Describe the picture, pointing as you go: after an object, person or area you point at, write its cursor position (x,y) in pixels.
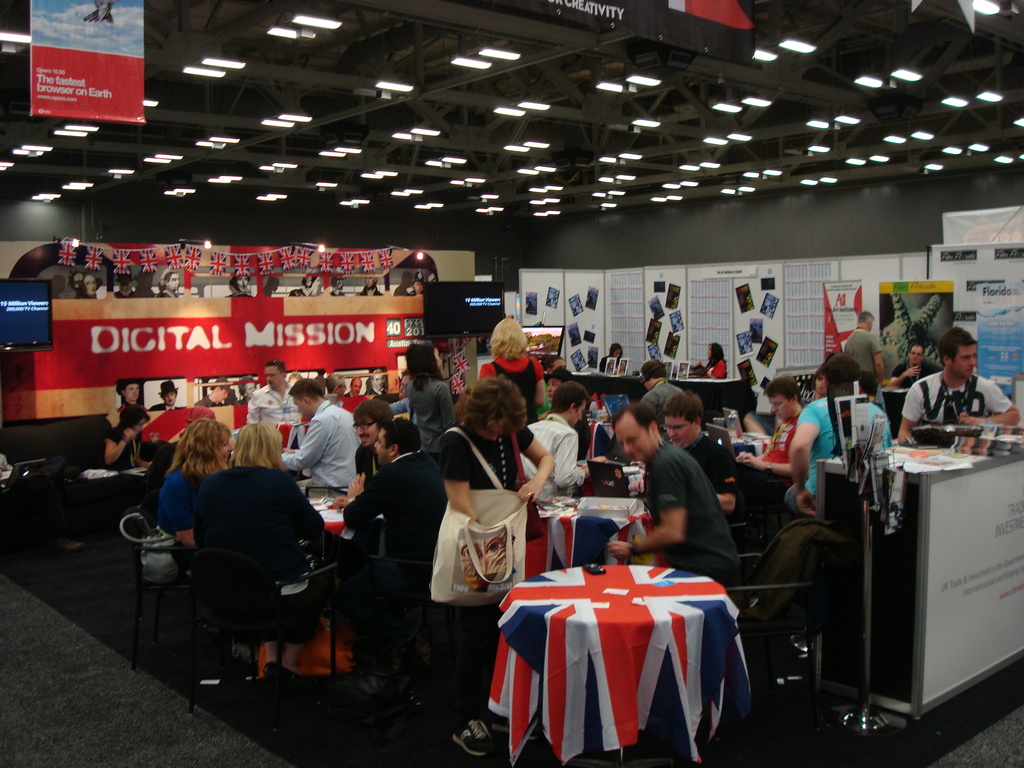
In this image there are a few people (716,368) sitting on the chairs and there are a few people (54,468) standing. In front of them there are tables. On top of it there are some objects (924,442). In the background of the image (459,304) there are televisions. There are posters (792,315) on the wall (687,344). There are banners (344,345). On top of the image (728,140) there are lights (514,115). There are banners (684,37) hanging from the rooftop (337,49) supported by the metal rods (481,32).
